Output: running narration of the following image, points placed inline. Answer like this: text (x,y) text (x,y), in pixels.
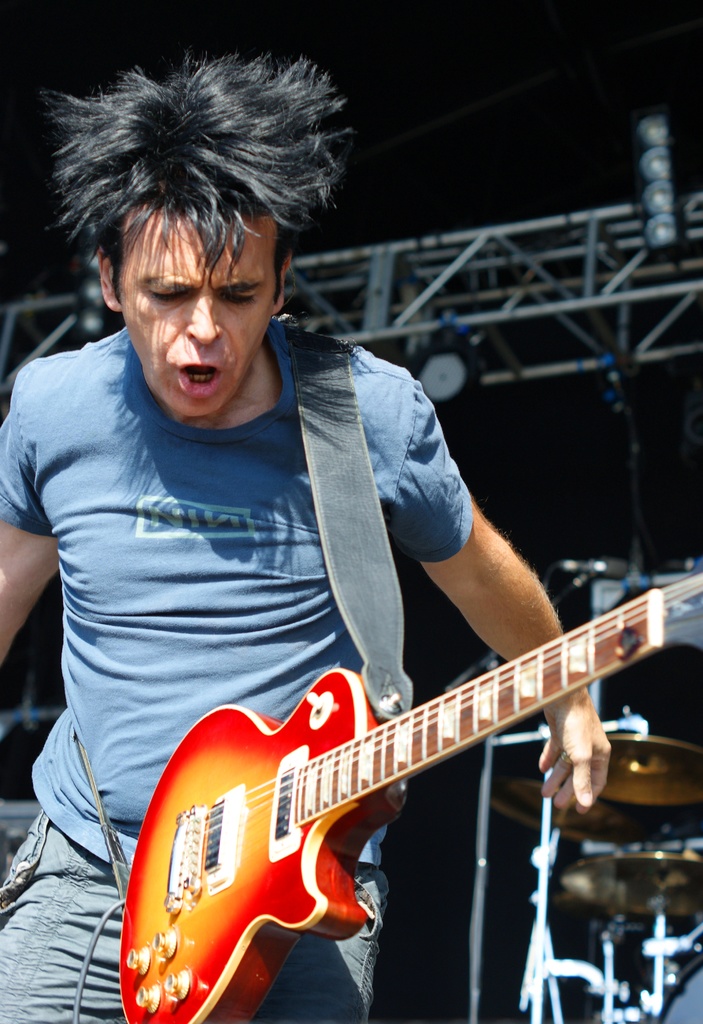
Here a man (550,631) is holding a guitar (422,722) and singing a song with his mouth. He is wearing a T-shirt (214,527).
